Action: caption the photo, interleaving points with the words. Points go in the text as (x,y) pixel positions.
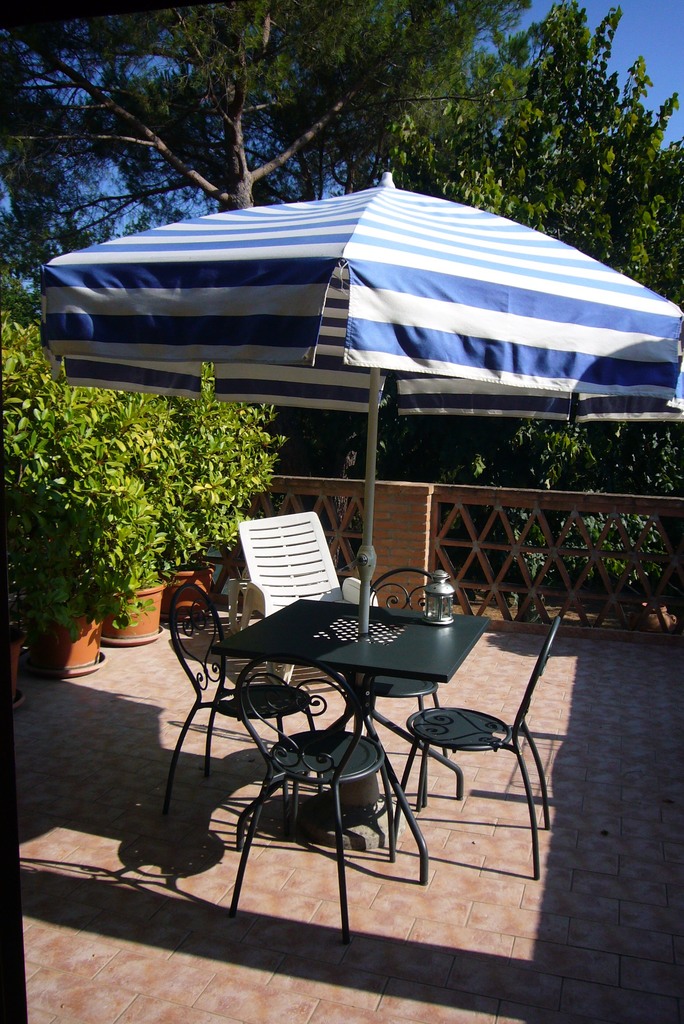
This picture is clicked outside. In the center (261,541) we can see the chairs (266,537), table (434,641), umbrella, deck rail (539,510) and potted plants (256,484). In the background (551,64) we can see the sky (613,53), trees (522,172) and some other objects (453,620).
